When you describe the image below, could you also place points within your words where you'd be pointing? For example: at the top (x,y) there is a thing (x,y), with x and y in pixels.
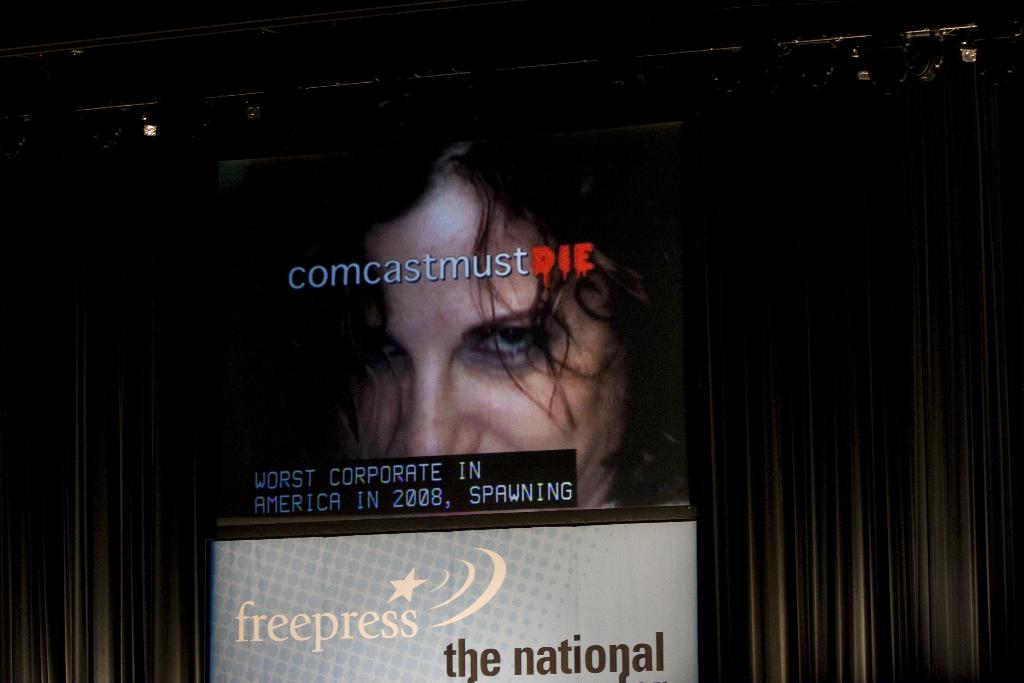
In this image, we can see some boards (523,419) with text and images (475,423). We can see the background (793,476) and some objects (78,42) at the top (277,45).
